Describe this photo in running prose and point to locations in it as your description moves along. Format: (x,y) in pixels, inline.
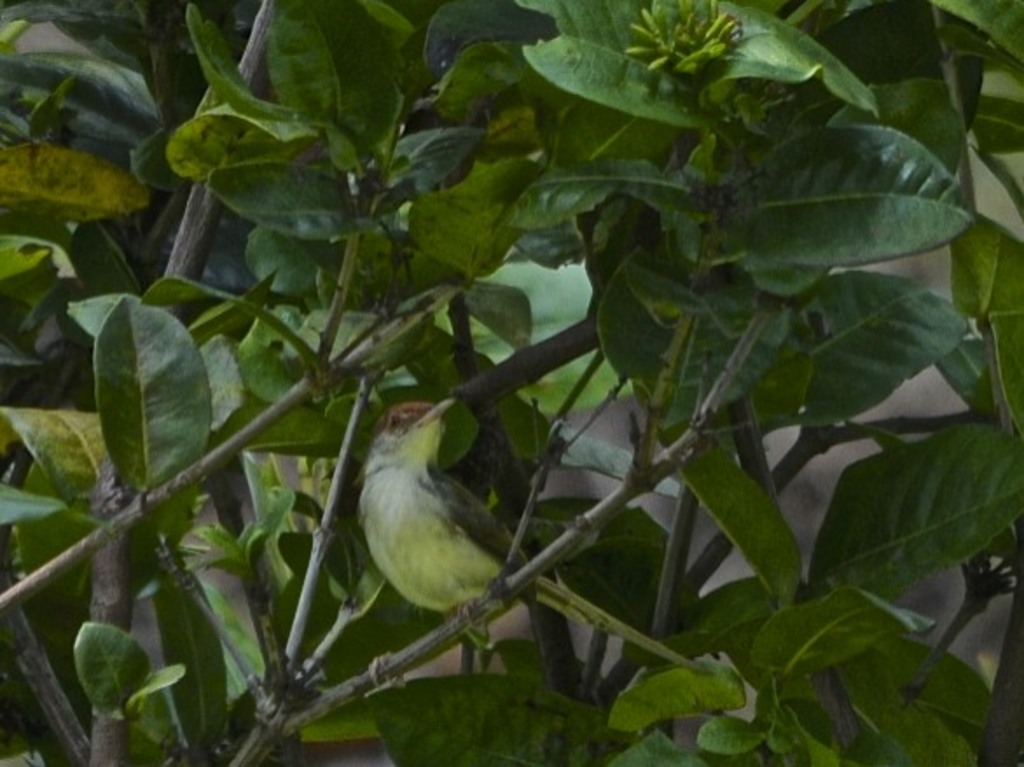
In this picture we can see a bird (436,527) on the branch (502,594). Behind the bird (394,510) there are leaves (10,304) and branches (188,195).
